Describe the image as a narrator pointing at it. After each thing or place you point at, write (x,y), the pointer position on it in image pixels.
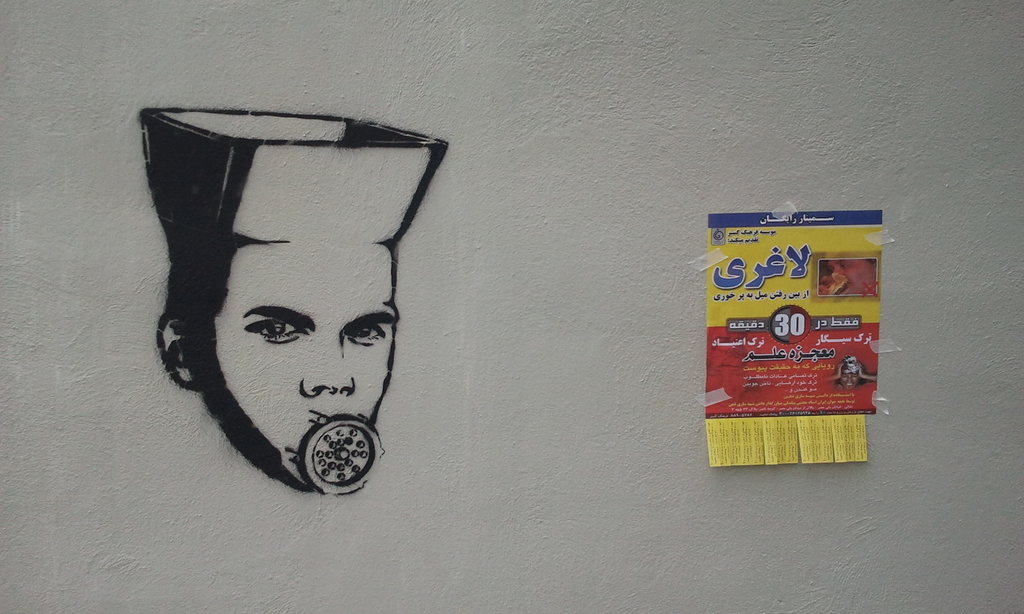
In this image we can see a person's painting (324,317) and also a poster (829,305) attached to the wall (637,534).
